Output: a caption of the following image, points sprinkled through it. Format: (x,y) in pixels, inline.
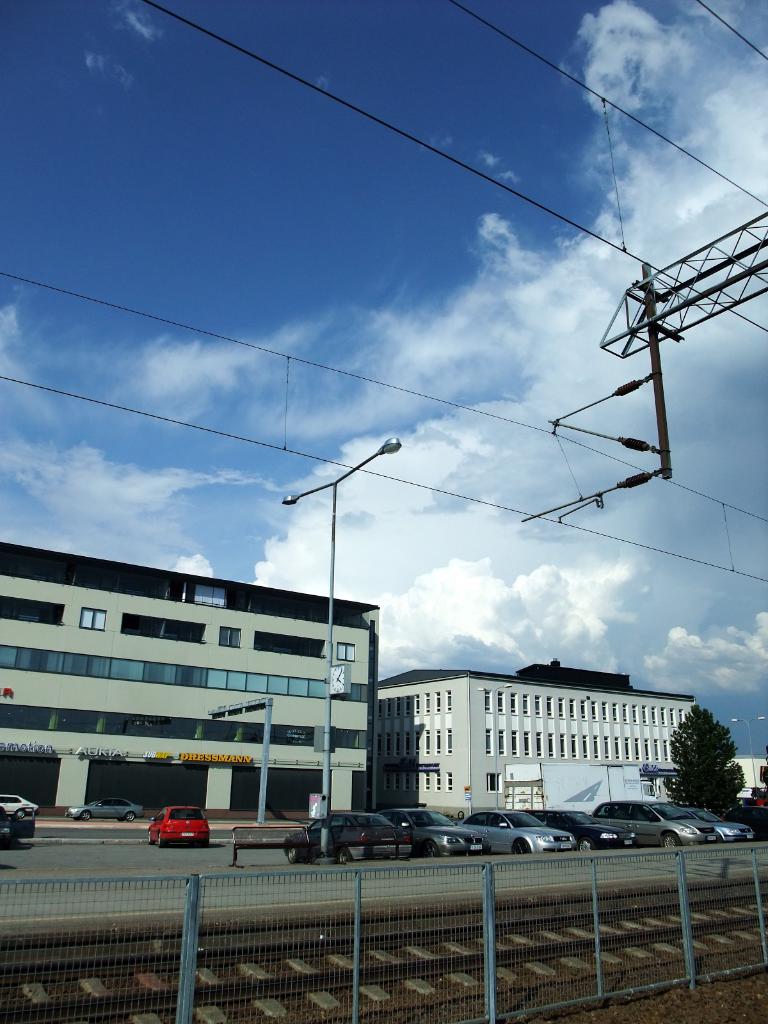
Sky (471,382) is cloudy. These are light poles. Here we can see fence (517,951), train track (639,918), vehicles (581,849) and tree (719,801). Background (165,684) there are buildings (98,659) with windows (195,684).
